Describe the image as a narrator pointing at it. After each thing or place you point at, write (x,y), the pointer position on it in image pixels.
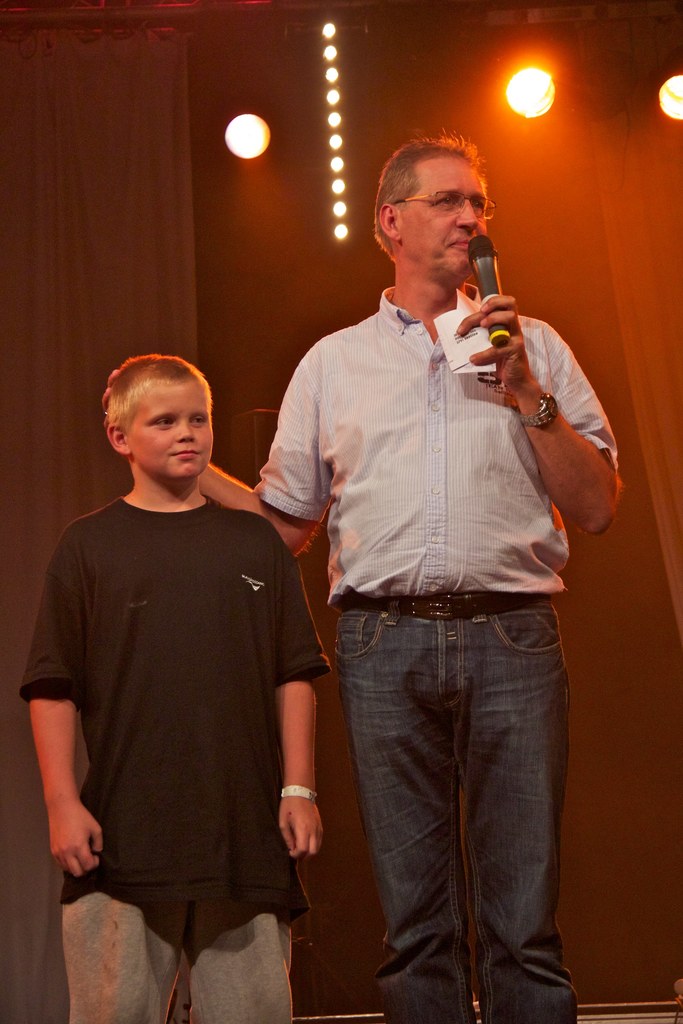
A boy (49,824) and a man (405,160) is standing. A man (490,1006) is holding a microphone (500,325) in his hand (490,354) and speaking and we can see three lights (528,66) on the top (246,135).
